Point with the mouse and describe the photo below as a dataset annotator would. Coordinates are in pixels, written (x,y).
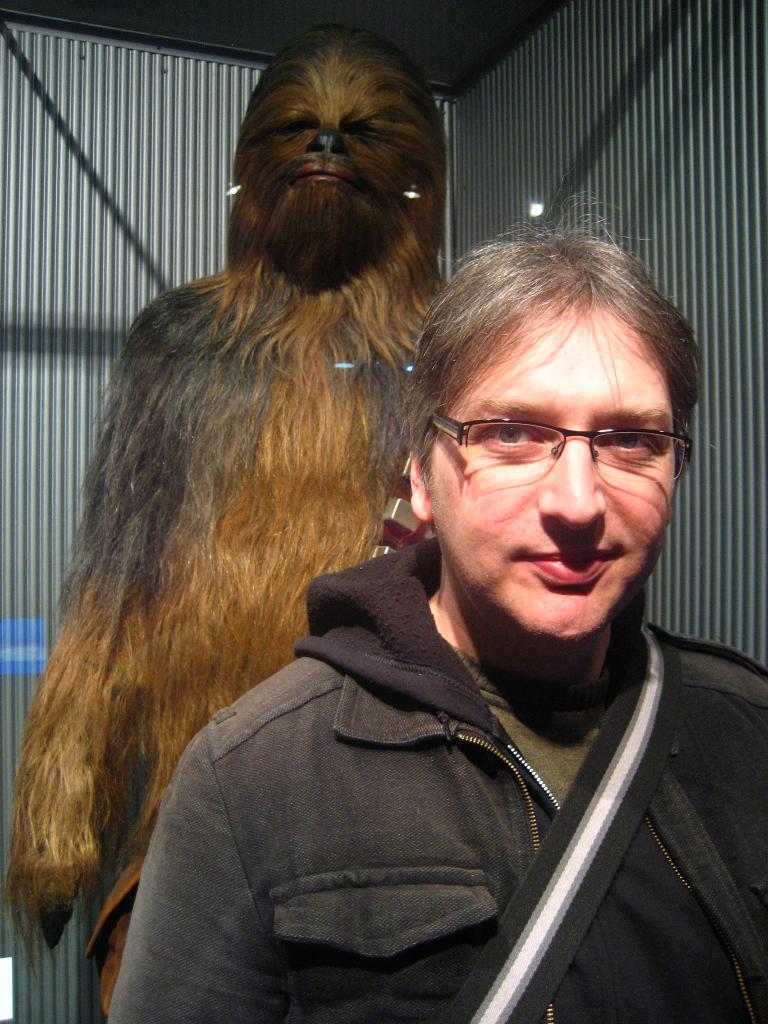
In the center of the image (441,648) we can see one person (397,760) is standing and he is smiling and he is wearing glasses (673,454). And we can see he is in a different costume (384,848). And we can see one Chewbacca (394,544), which is in brown and black color. In the background (531,207) there is a wall (26,588), roof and a few other objects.
